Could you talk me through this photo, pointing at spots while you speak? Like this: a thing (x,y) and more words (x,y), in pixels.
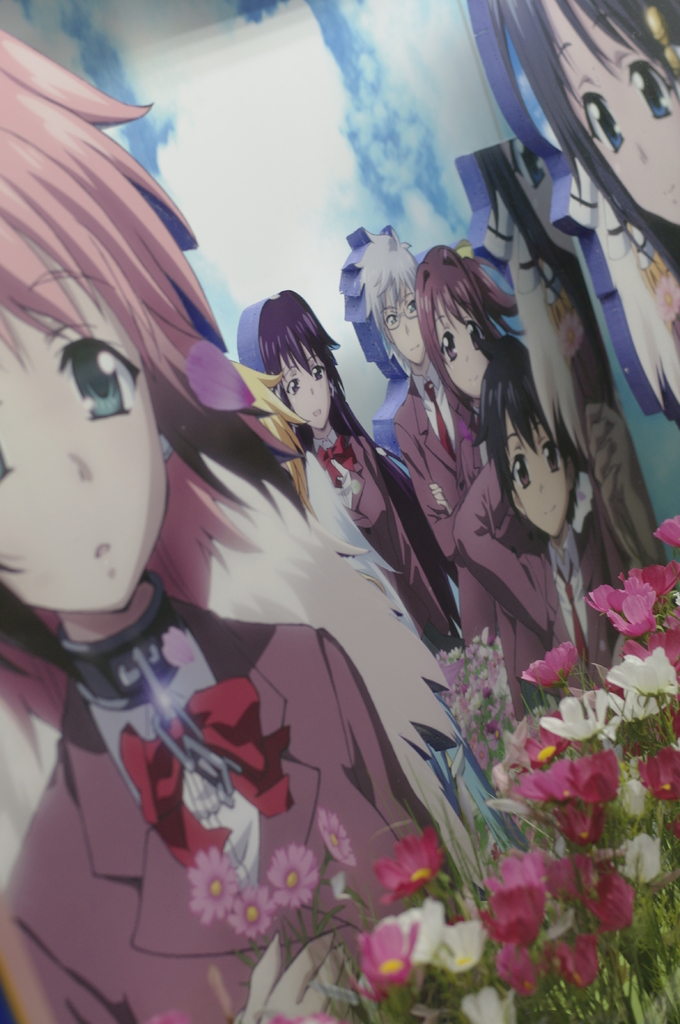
In this image we can see a painting (228,441) of some people (409,260), also we can see flowers (509,926), and plants (468,882).
